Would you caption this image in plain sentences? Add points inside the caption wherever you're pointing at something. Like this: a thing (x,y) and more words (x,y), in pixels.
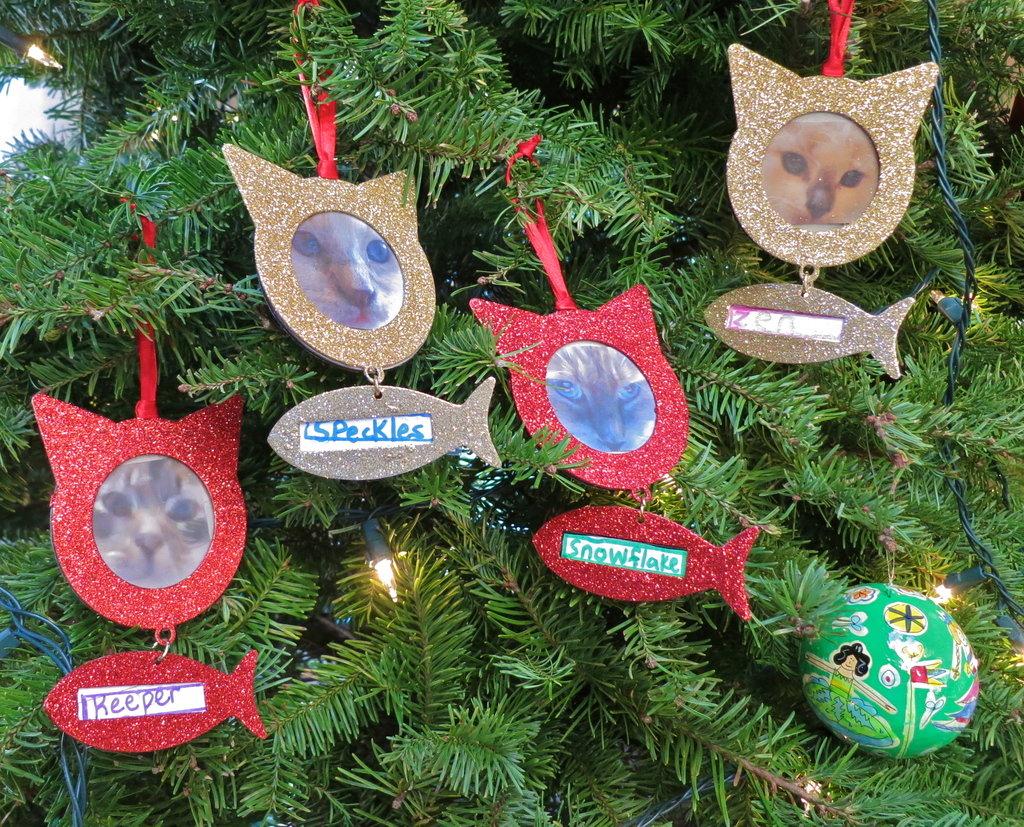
Here in this picture we can see some decoration things (354,349) present on a Christmas tree (473,264).
